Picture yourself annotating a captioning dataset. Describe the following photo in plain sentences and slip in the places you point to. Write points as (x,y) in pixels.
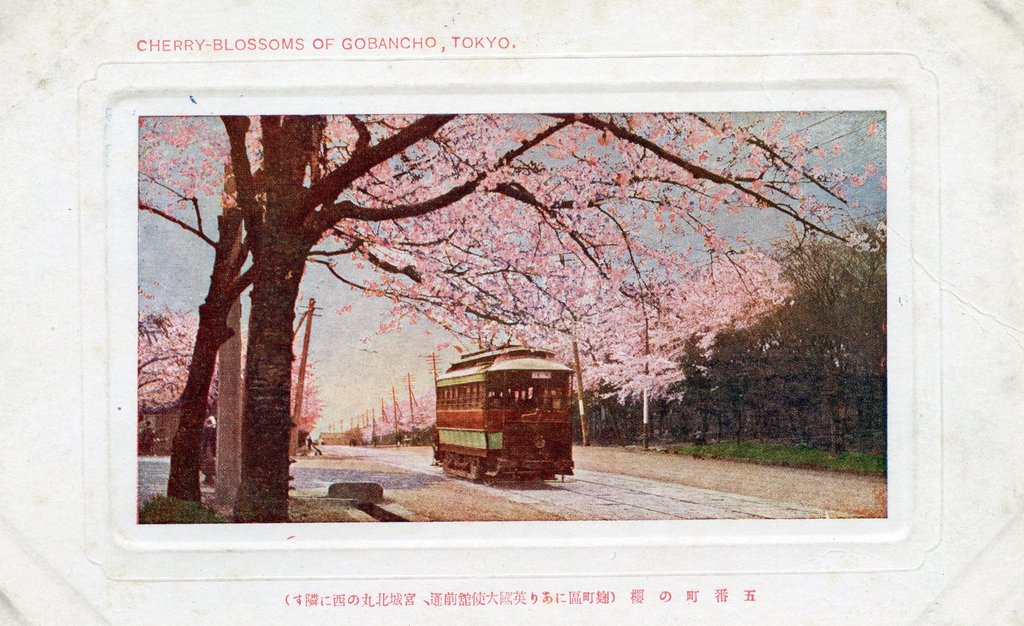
In this picture I can see there is a train (460,453) moving on the track (561,484) and there are few trees (591,361), poles (576,359) at right (686,354) and there are few other trees (179,445) here at left (158,380) and it has pink flowers (310,381) and the sky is clear. There is something written at the top (480,42) and bottom of the image (447,607).
